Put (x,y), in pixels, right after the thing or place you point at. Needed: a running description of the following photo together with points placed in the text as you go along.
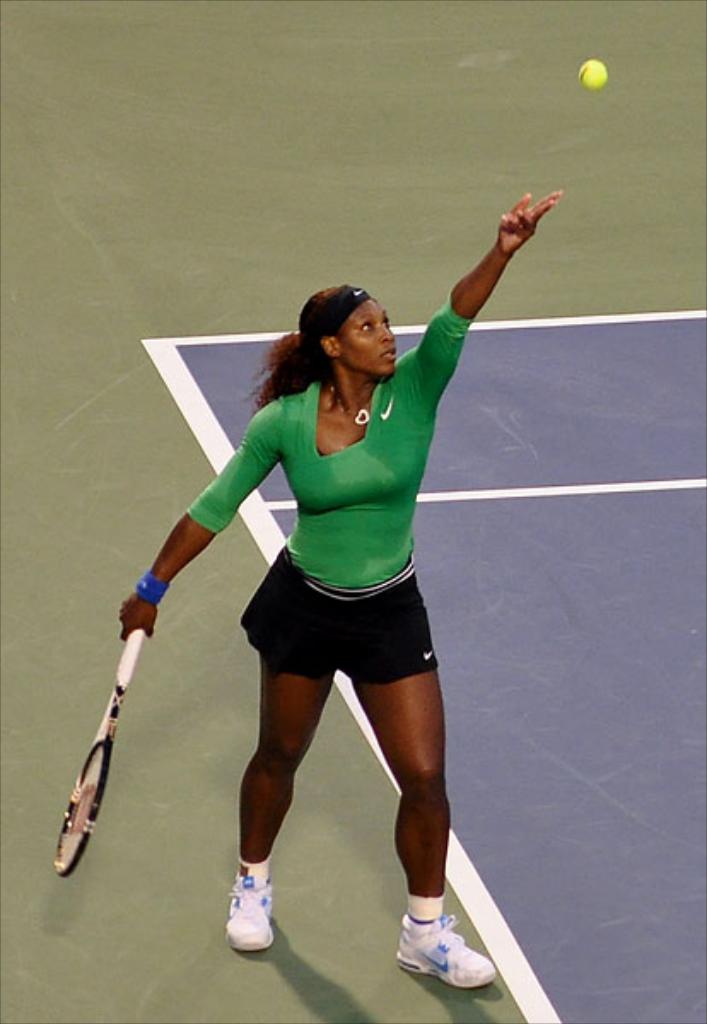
In this image there is Serena Williams (345,492) serves the tennis ball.
